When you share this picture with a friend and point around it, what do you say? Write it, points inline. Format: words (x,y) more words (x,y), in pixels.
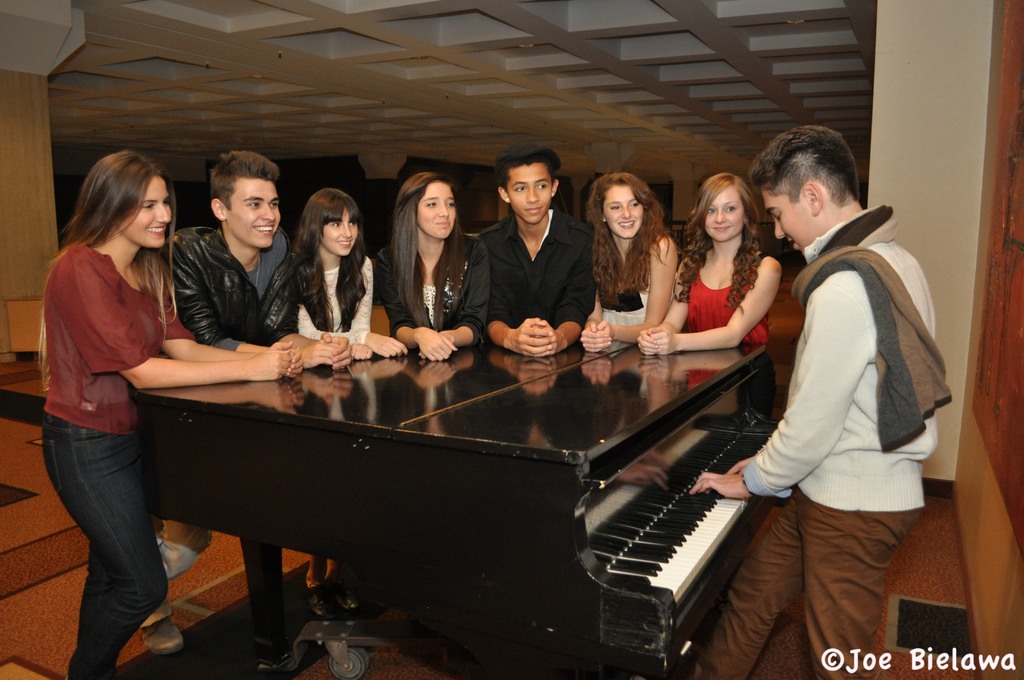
In this picture we can see a group of people (487,272) standing and smiling and looking at the person (813,404) where he is playing piano (675,460) and in the background (6,108) we can see pillar (26,111), wall (310,163).
